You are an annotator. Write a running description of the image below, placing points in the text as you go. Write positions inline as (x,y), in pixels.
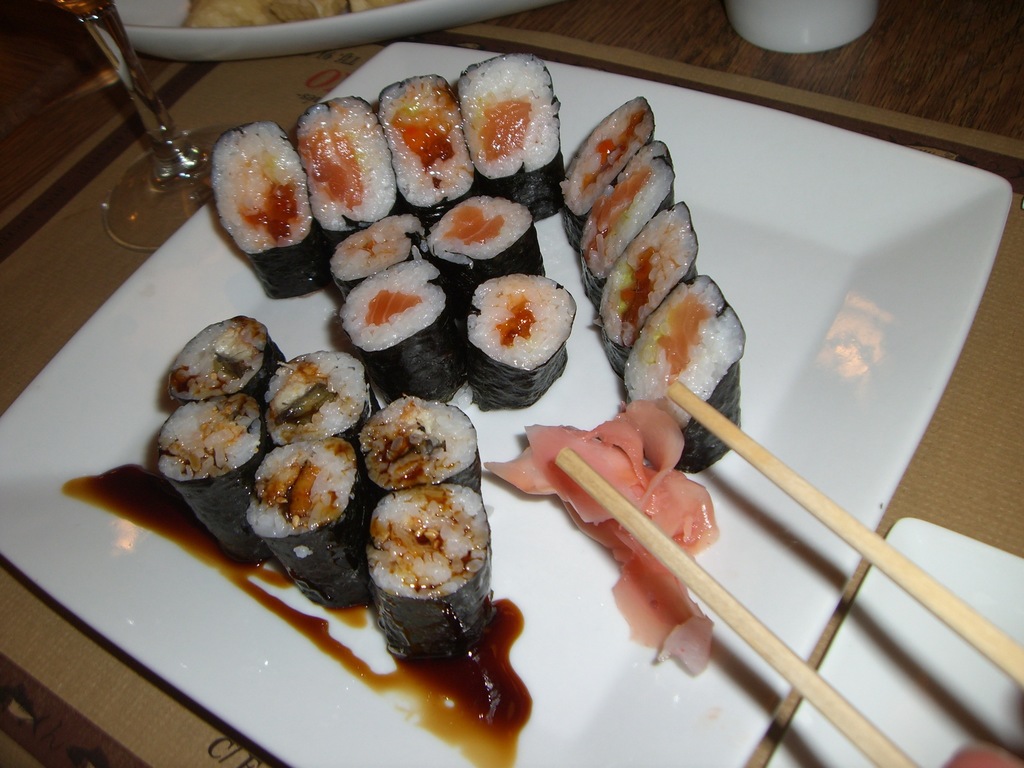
In this image we can see a plate (829,461), food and a stick (905,569).
